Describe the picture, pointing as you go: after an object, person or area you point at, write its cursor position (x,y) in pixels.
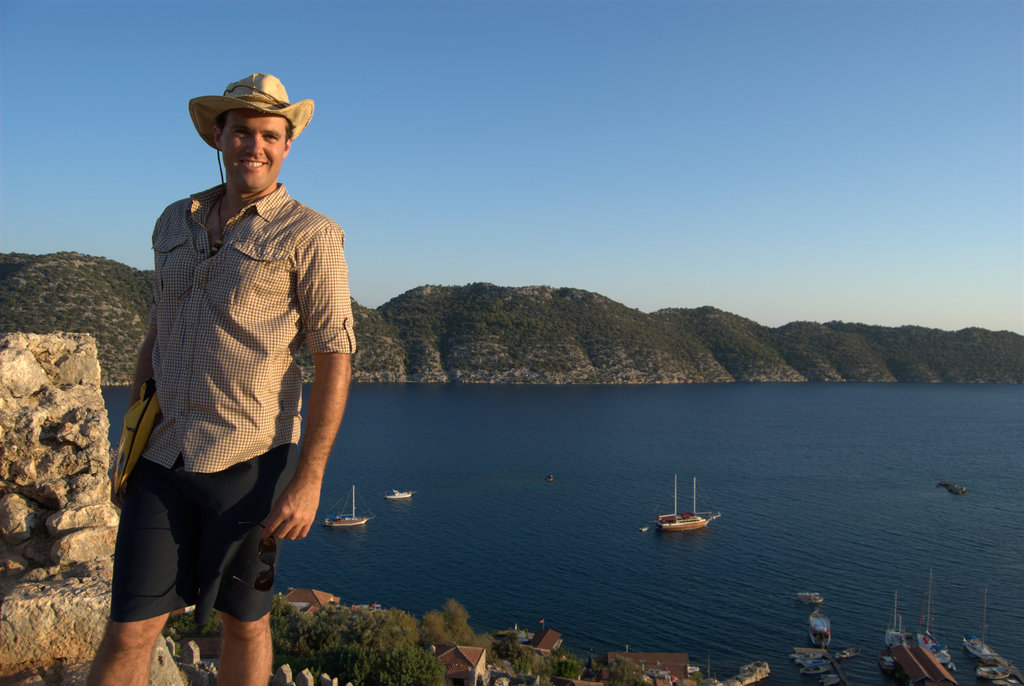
In this picture I can observe a person (174,353) standing on the left side (216,360). He is wearing a hat (246,100) on his head (245,146). He is smiling. I can observe some boats (344,524) floating on the water (498,490). There is a river (400,523). In the background (57,306) there are some hills (392,330) and a sky (587,177).
